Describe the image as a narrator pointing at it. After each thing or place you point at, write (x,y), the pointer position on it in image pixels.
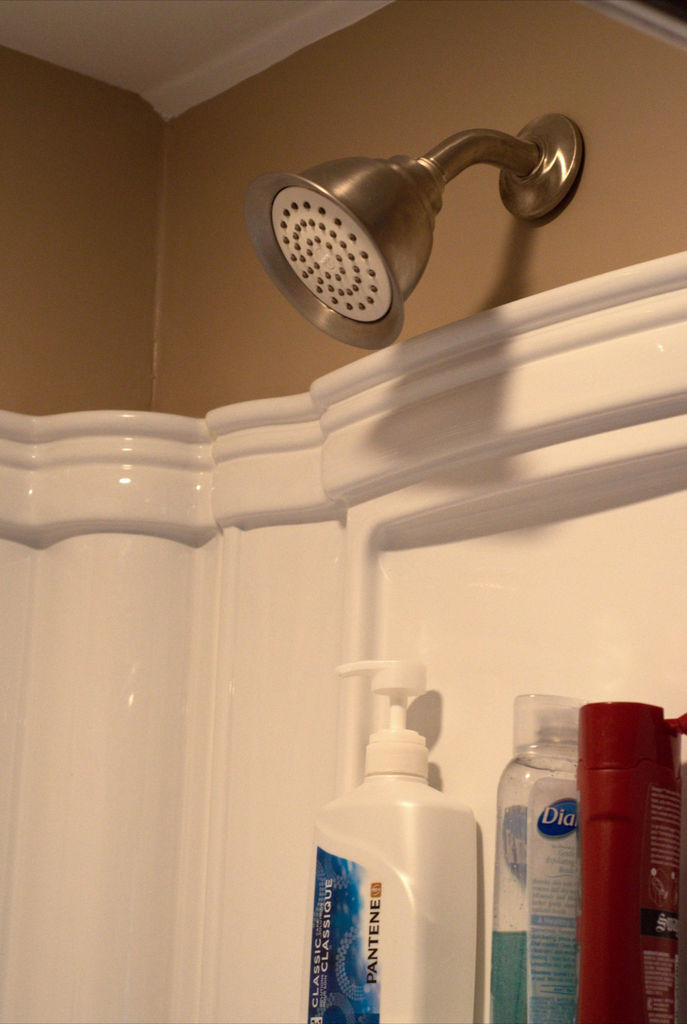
This image consists of a shower (528,177), three bottles (504,867) which look like shampoo bottle (419,848) and creams (543,850).
